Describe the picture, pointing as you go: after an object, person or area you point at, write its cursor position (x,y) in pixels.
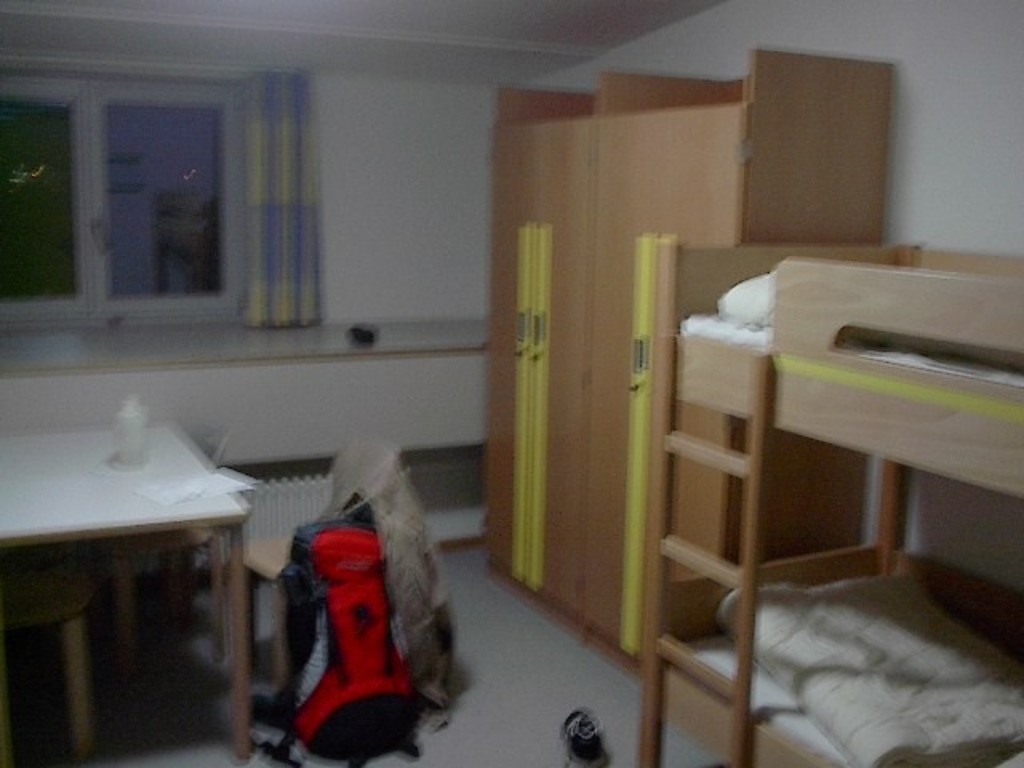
In this picture we can see a table (15,461), chairs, bag (362,724), bed (875,295), shoe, and a cupboard (610,437). On the table (221,507) there is a paper (220,490) and a bottle (139,441). In the background (345,371) we can see wall (486,229), window (2,125), and curtain (254,88).
